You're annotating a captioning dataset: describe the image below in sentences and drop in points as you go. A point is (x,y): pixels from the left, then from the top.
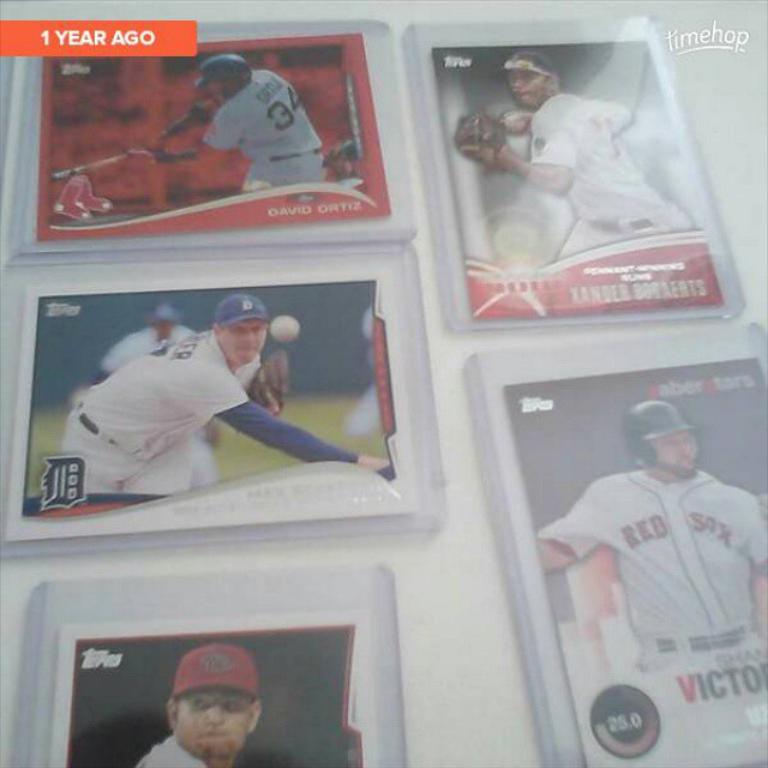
In this image we can see cards (381,508) of persons (344,180) on the surface (432,633).
